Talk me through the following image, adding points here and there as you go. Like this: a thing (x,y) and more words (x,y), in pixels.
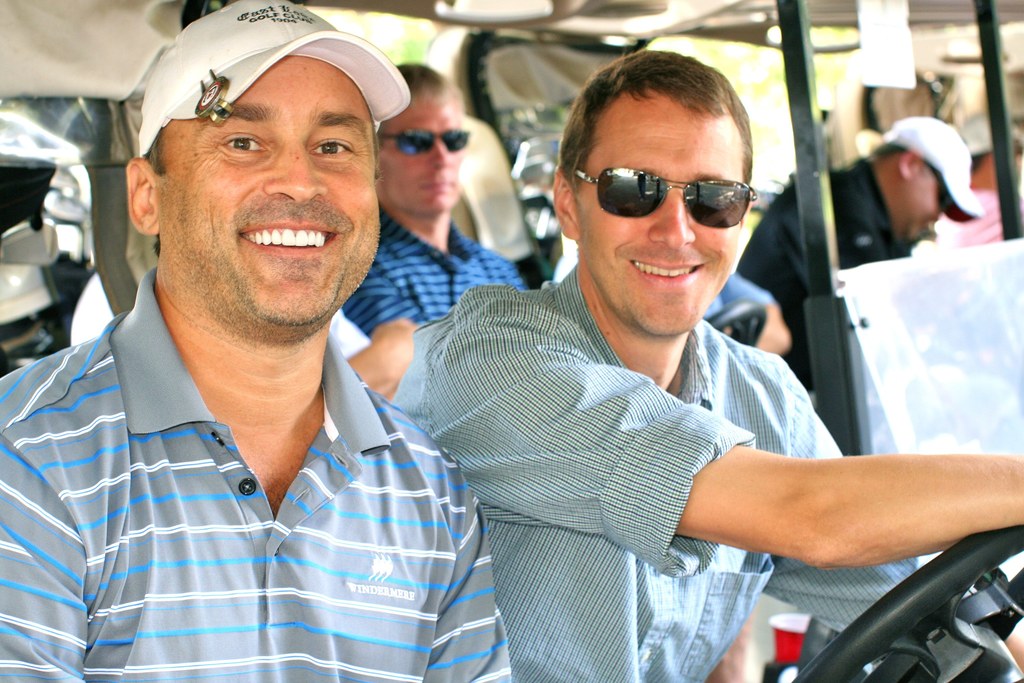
In this picture we can see the group of persons (448,280) sitting in the vehicles (890,333). On the right corner (939,588) we can see a steering wheel (942,580) and we can see the metal rods (806,49). In the background (758,63) we can see many other objects (578,69).
